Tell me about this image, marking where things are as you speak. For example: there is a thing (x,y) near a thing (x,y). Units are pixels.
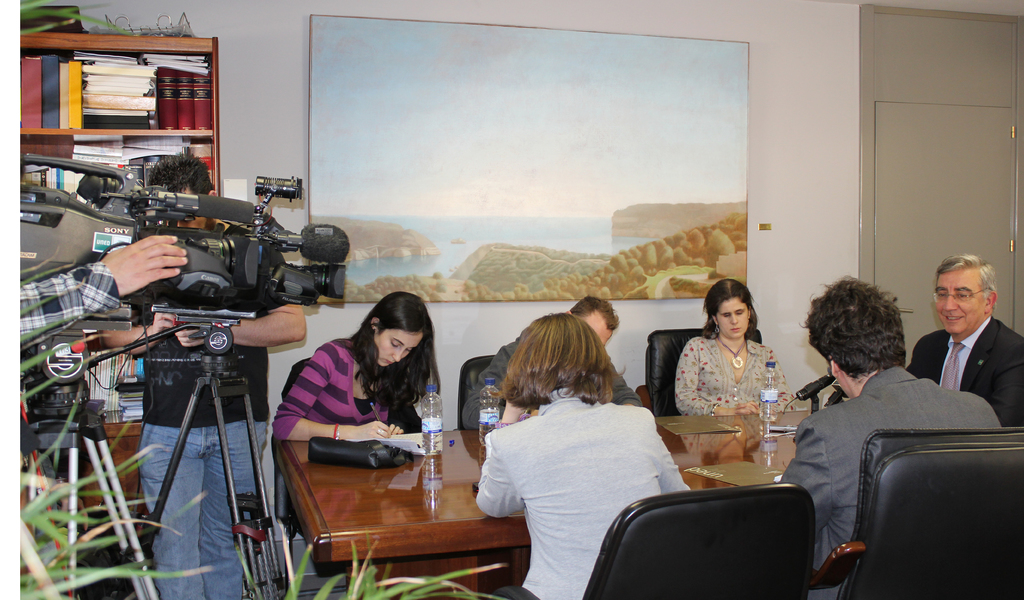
In this image I can see people (305,329) where few are standing and rest all are sitting on chairs (954,540). Here I can see a camera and few bottles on this table (396,512). In the background (339,215) I can see a photo (343,300) on this wall (295,110).
